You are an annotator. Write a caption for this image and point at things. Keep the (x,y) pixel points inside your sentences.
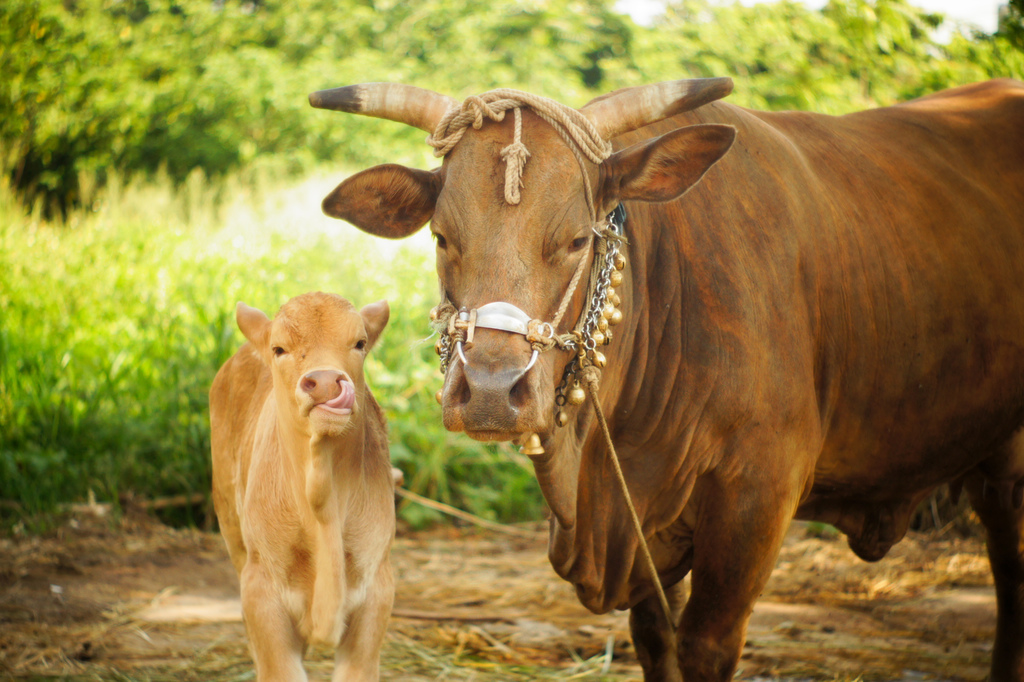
In the center of the image (674,433) we can see two cows (548,415), which are in brown color. And we can see one rope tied to the right side cow (643,354) and some object (586,335) on it. In the background (799,63) we can see trees (478,0), grass (315,213) etc.
